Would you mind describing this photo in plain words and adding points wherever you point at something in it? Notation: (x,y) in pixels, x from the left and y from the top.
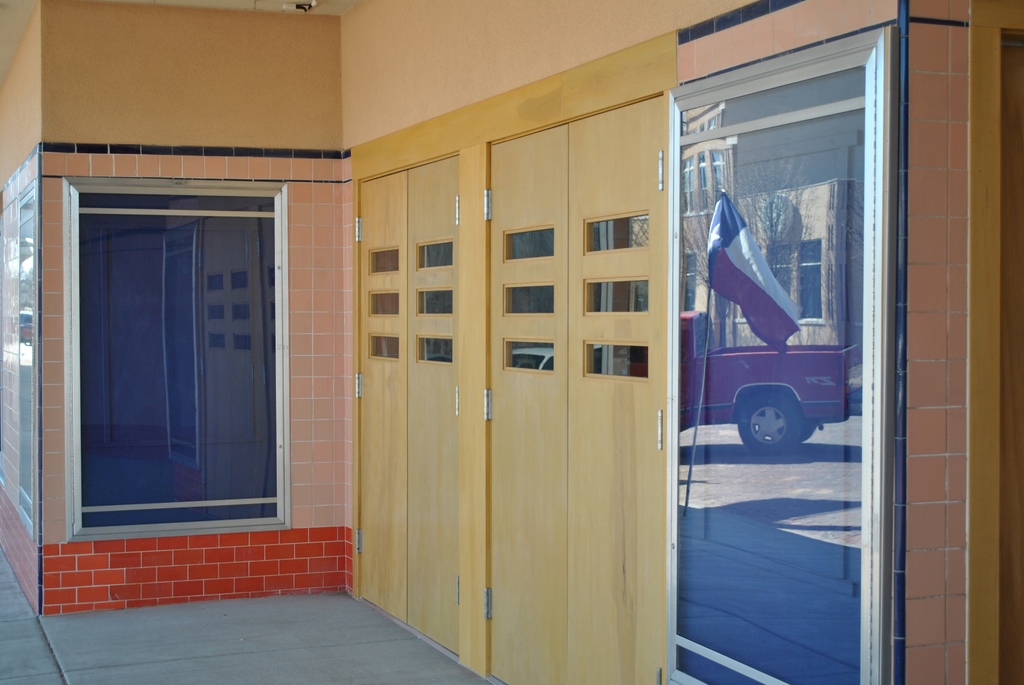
In this image I can see the ground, few cream colored doors (507,238), the glass surface (795,357) in which I can see the reflection (762,373) of a car (758,393) and a flag (770,330). I can see the orange colored wall (414,67).
